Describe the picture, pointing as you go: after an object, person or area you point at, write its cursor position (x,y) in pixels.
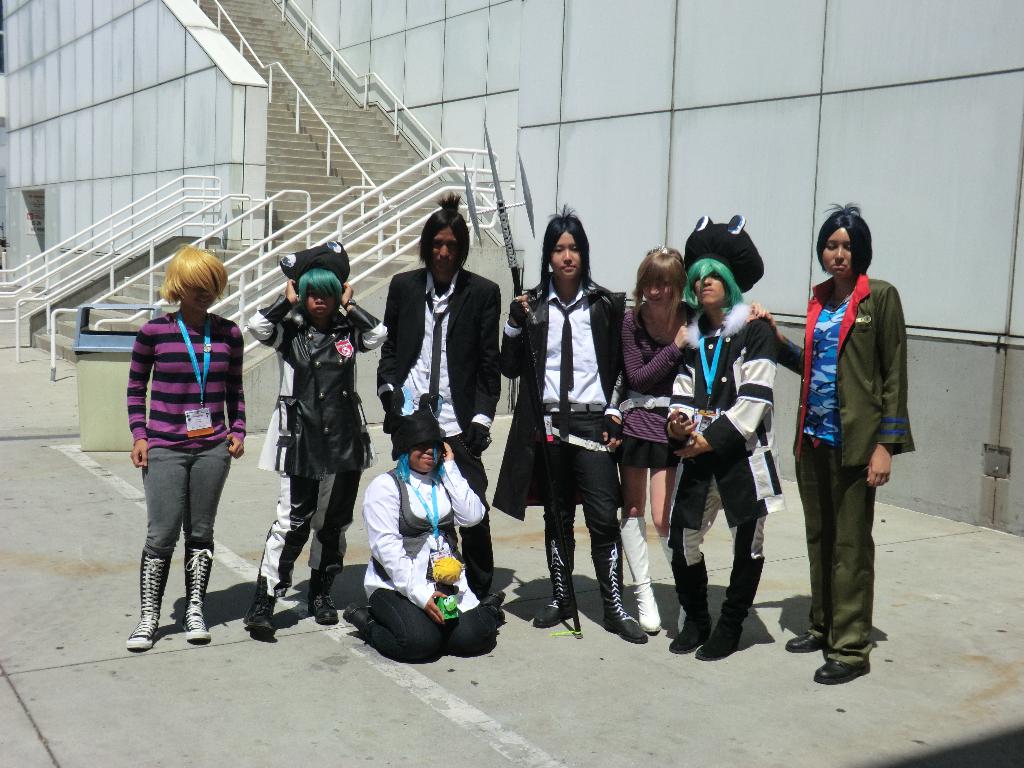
In this picture I can see a few people (479,387) standing on the surface (518,651). I can see the railings (324,122) and stairs (295,205).
